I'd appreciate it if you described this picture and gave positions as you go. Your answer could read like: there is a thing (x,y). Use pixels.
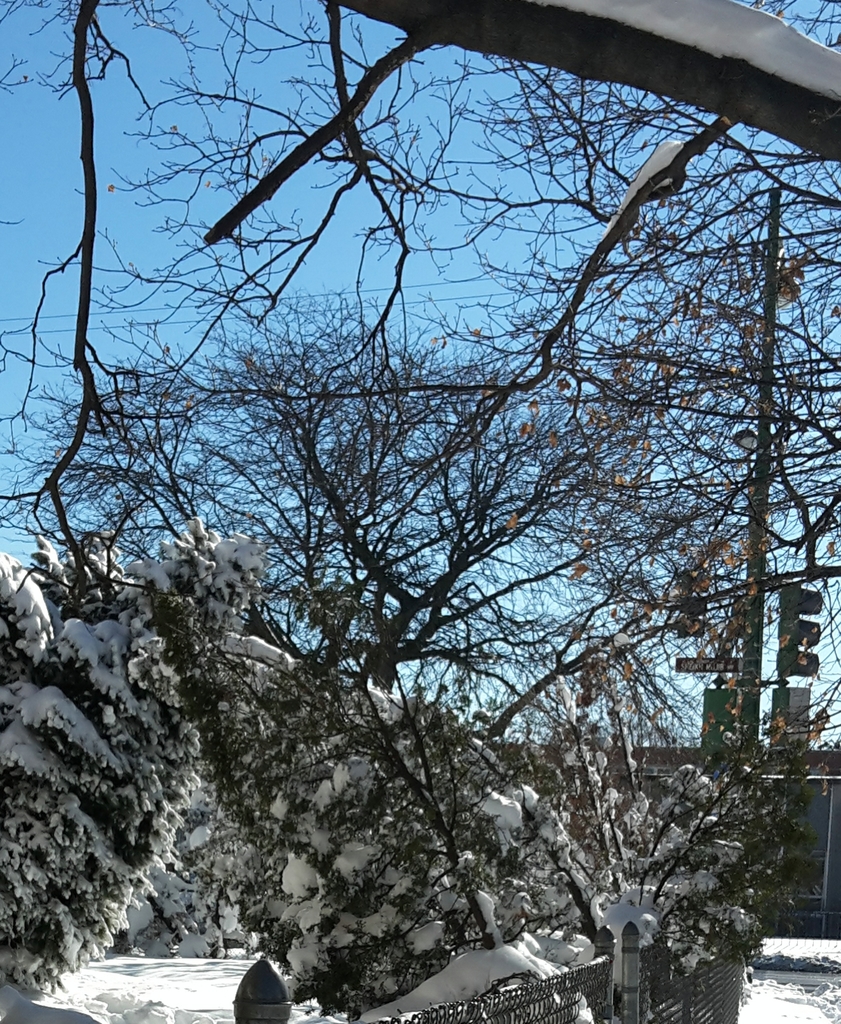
In this picture I can see trees (533,566), pole (754,675) which has wires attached to it and traffic light (778,646). Here I can see snow (588,1021) and the sky (259,366) in the background (277,403).
